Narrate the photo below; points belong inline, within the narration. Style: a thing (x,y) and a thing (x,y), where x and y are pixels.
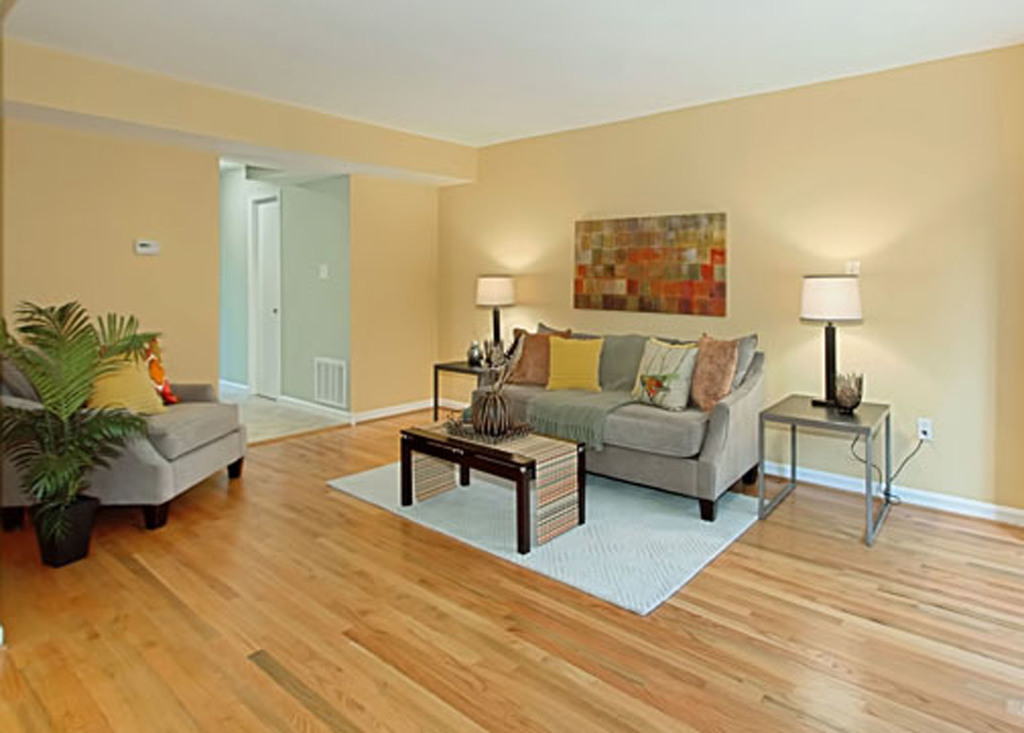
This picture is of inside the room (889,582). In the center (666,419) there is a couch (615,383) on the top of which cushions (666,371) are placed. There is a pot (499,406) placed on the top of the center table (523,486) and we can see the side lamps (829,295) placed on the side tables (831,415). On the left (122,412) there is a sofa (181,386) and a house plant (82,472). In the background (239,314) we can see a wall (223,108), a door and picture frame (674,229) hanging on a wall (814,168).
